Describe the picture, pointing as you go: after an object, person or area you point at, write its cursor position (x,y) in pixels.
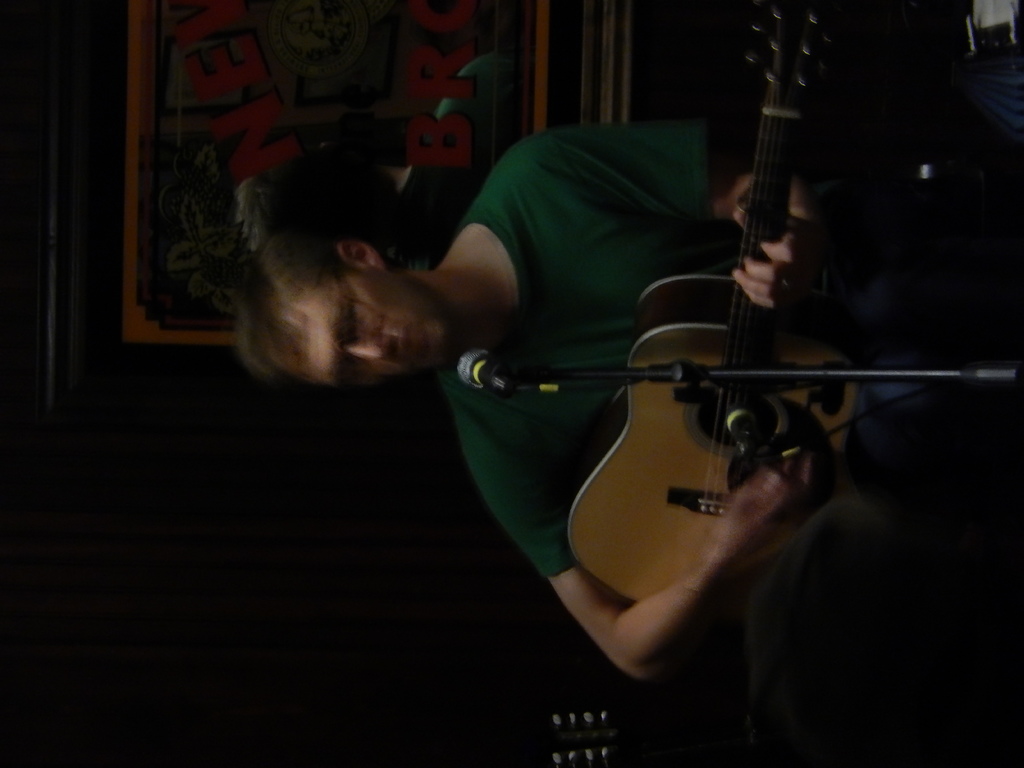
Here we can see a guy (343,285) playing the guitar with a microphone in front of him.
